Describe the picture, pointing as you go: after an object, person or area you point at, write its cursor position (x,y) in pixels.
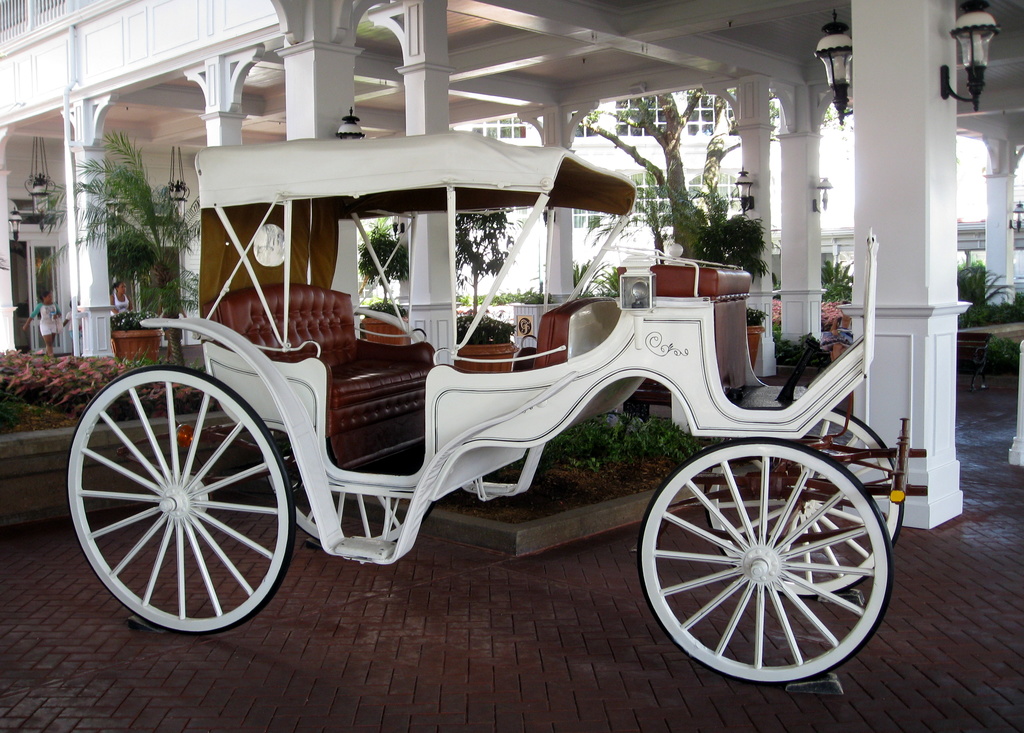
In the middle of the image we can see a cart (586,163). Behind the cart (575,161) there are some plants (994,307) and trees (982,286) and building (686,58) and few people (50,320) are walking.
